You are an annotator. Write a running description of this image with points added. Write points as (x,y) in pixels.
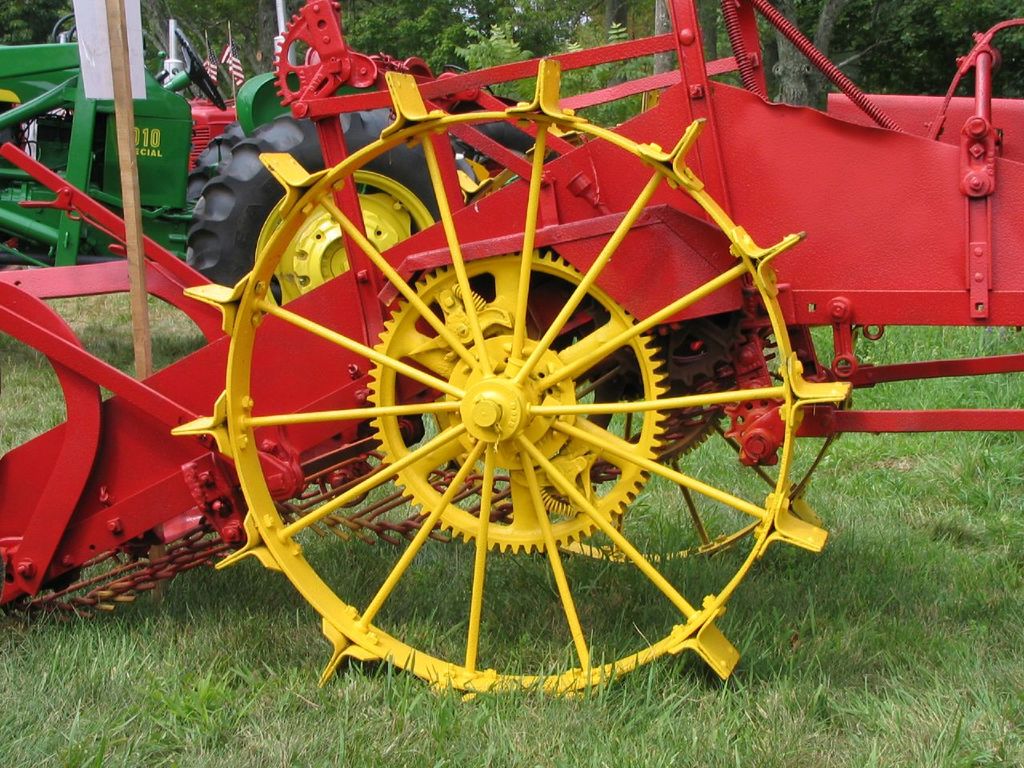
In this image I can see a vehicle (670,365). In the background (640,72) there are few trees (640,72). There is grass (783,760) on the ground (459,736).
